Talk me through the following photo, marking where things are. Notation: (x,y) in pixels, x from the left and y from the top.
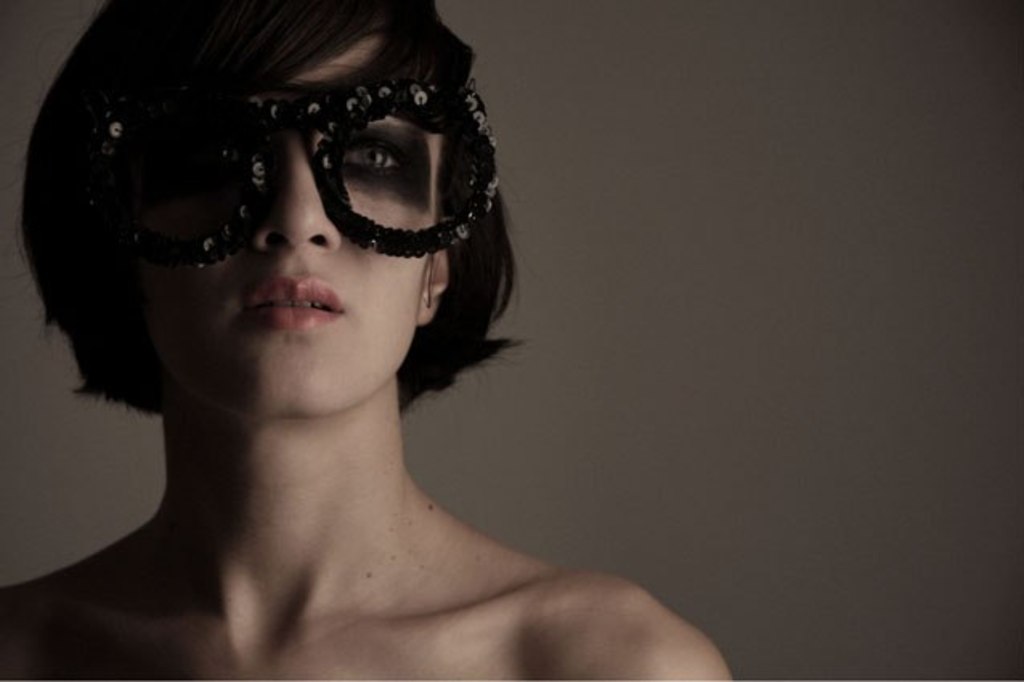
On the left side of the image (318,482), we can see a lady (310,285) wearing goggles (234,221) and in the background (780,250), there is a wall (739,280).
